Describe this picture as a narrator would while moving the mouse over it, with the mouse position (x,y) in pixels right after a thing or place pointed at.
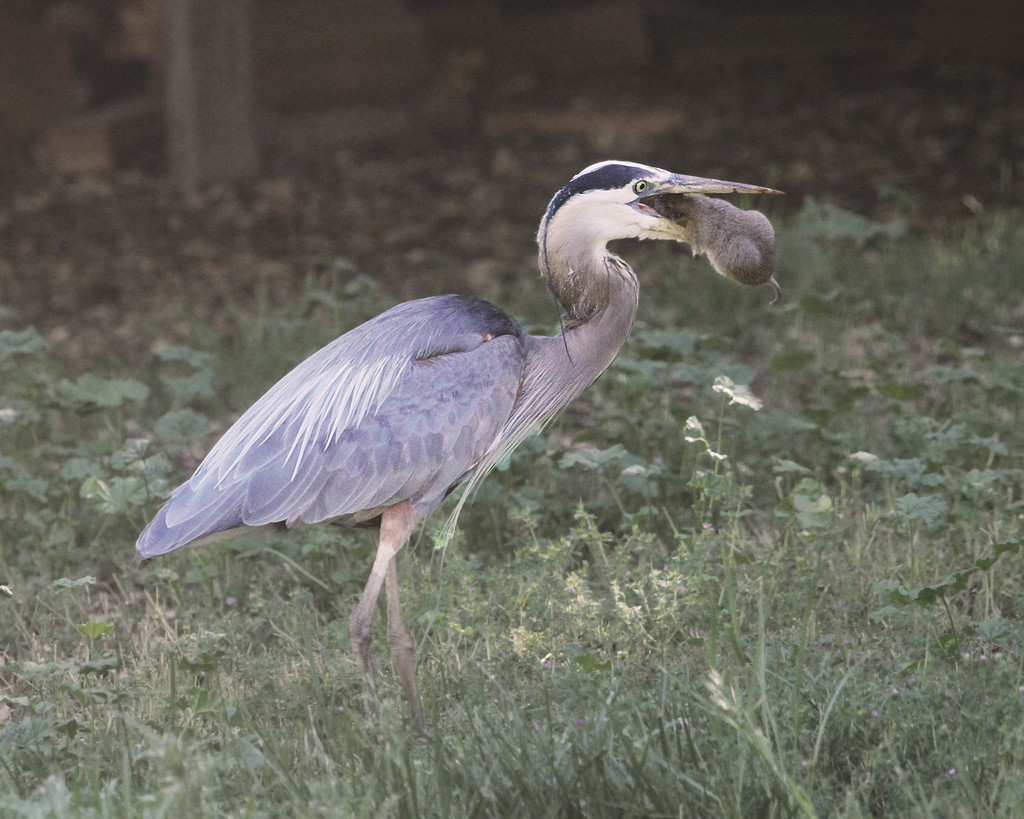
In this picture we can see a bird (474,307) holding an animal (757,215) in its mouth (672,227) and in the background (106,412) we can see plants (106,412), some objects (107,52) and it is blurry.
